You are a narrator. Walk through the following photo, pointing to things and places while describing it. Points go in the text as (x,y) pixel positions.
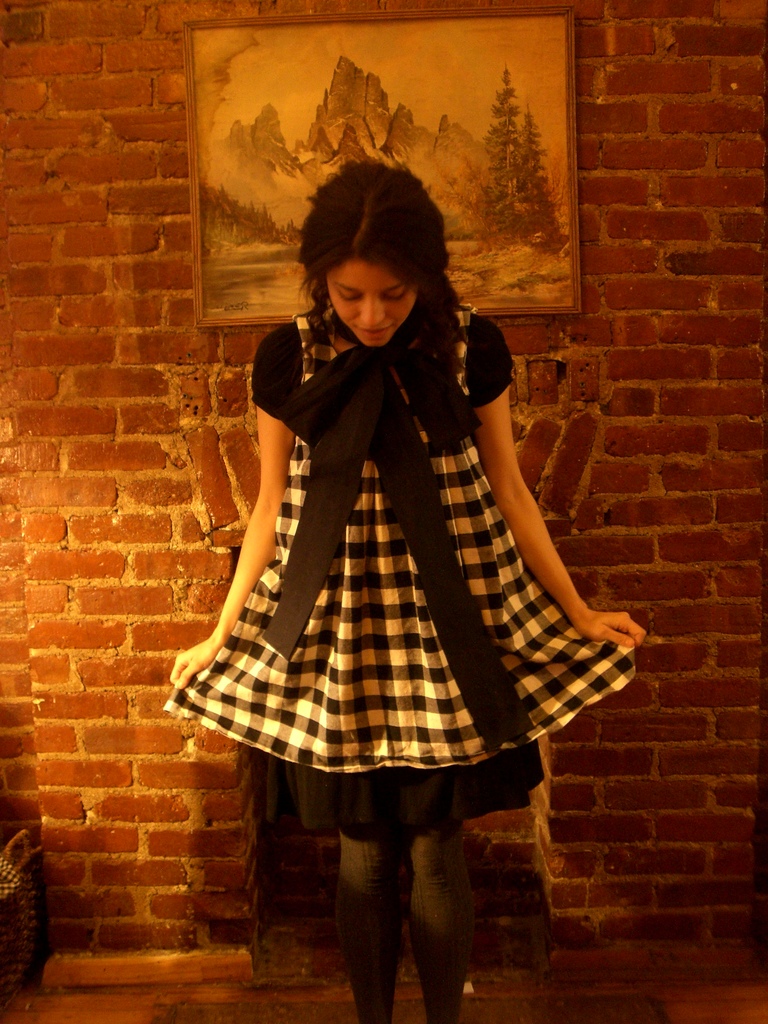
There is a woman (410,216) standing, behind her we can see frame (201,319) on a wall (190,434). We can see bag (25,876) on the floor (6,1011).
